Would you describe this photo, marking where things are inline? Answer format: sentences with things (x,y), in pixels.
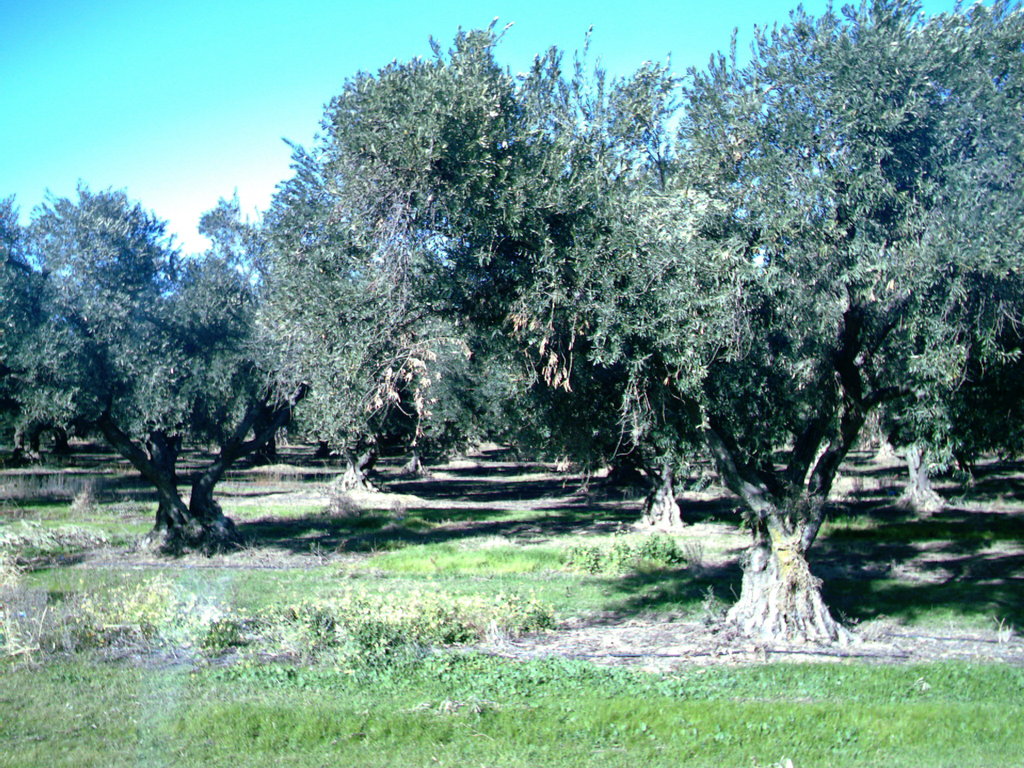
This image consists of many trees (587,427). At the bottom (466,662), there is green grass (374,662) on the ground (331,603). At the top (279,176), there is the sky (439,39).
